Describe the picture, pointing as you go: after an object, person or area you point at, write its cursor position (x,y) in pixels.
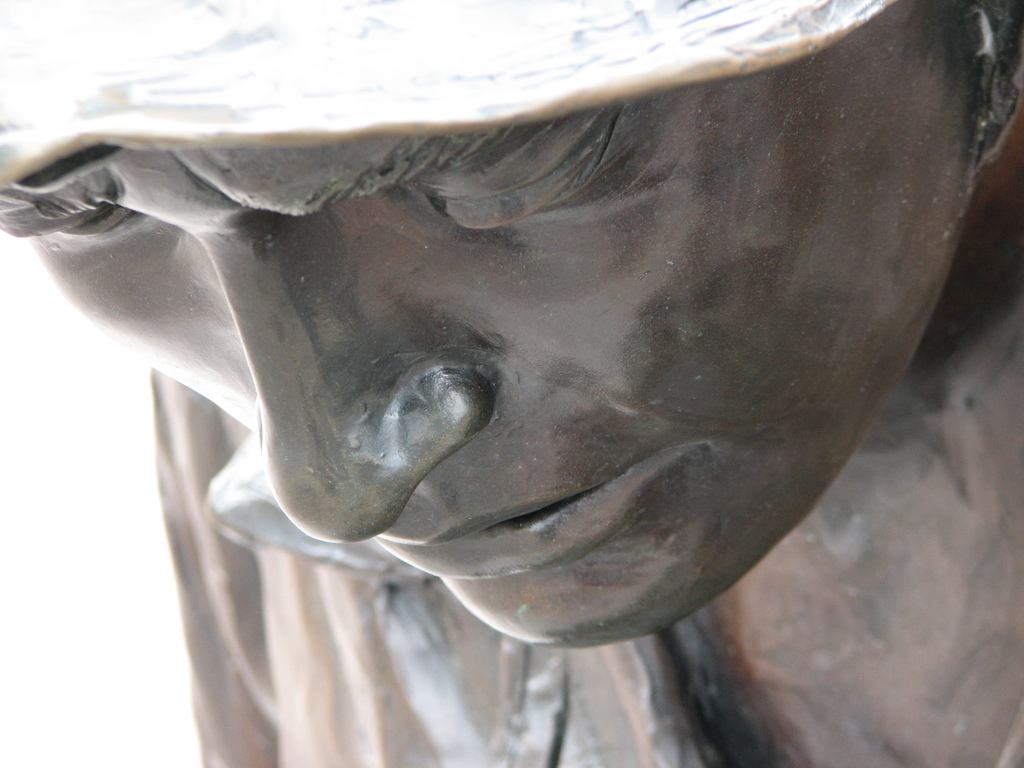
In this picture we can see a sculpture (386,619).
